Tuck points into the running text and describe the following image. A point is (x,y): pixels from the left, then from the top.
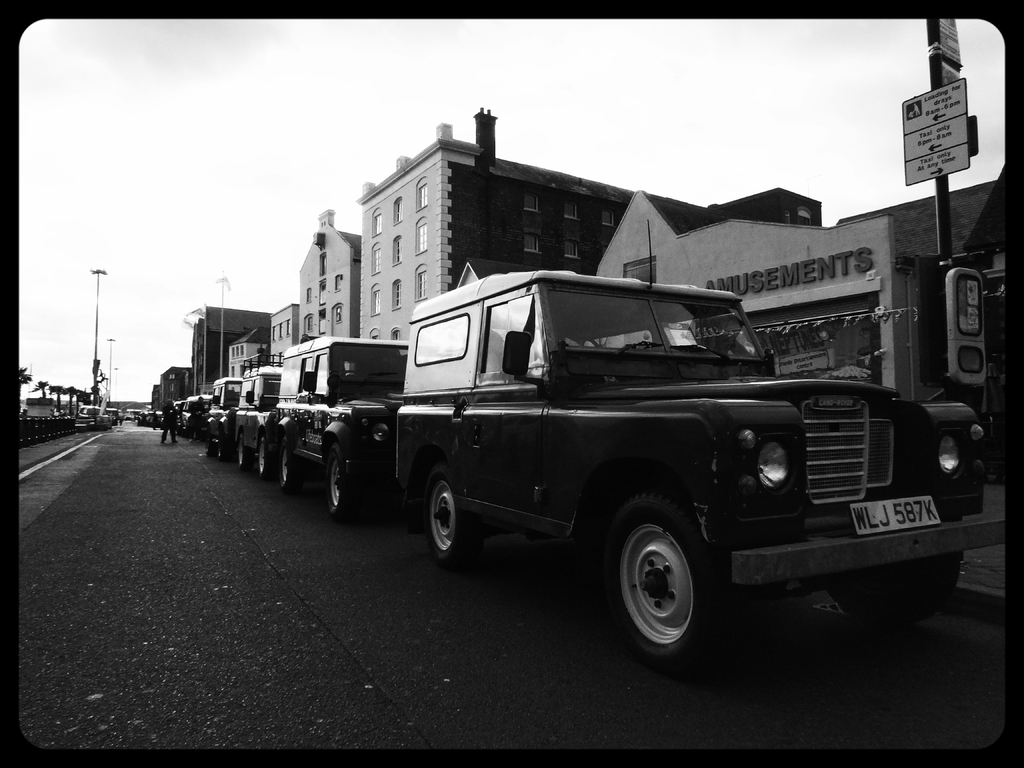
This is a black and white image. On the left side (225,510) there is a road (211,492). There are many vehicles (260,360) parked. Near to that there are many buildings (596,264) with windows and names (791,277). On the right side (928,128) there is a pole (940,76) with boards (953,90). In the back (174,306) there are many poles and sky (463,120).
